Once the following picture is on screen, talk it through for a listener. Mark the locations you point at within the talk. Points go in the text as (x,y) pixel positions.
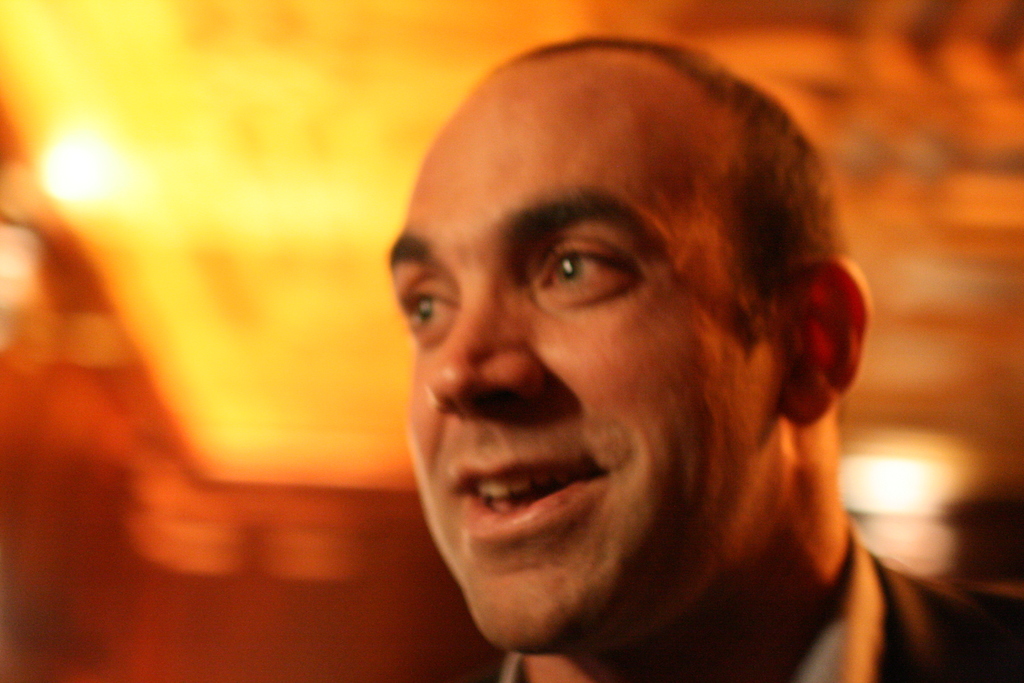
In this picture there is a man (732,521) in the center of the image (661,412) and there are lights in the background area of the image (319,112), which is blur.
